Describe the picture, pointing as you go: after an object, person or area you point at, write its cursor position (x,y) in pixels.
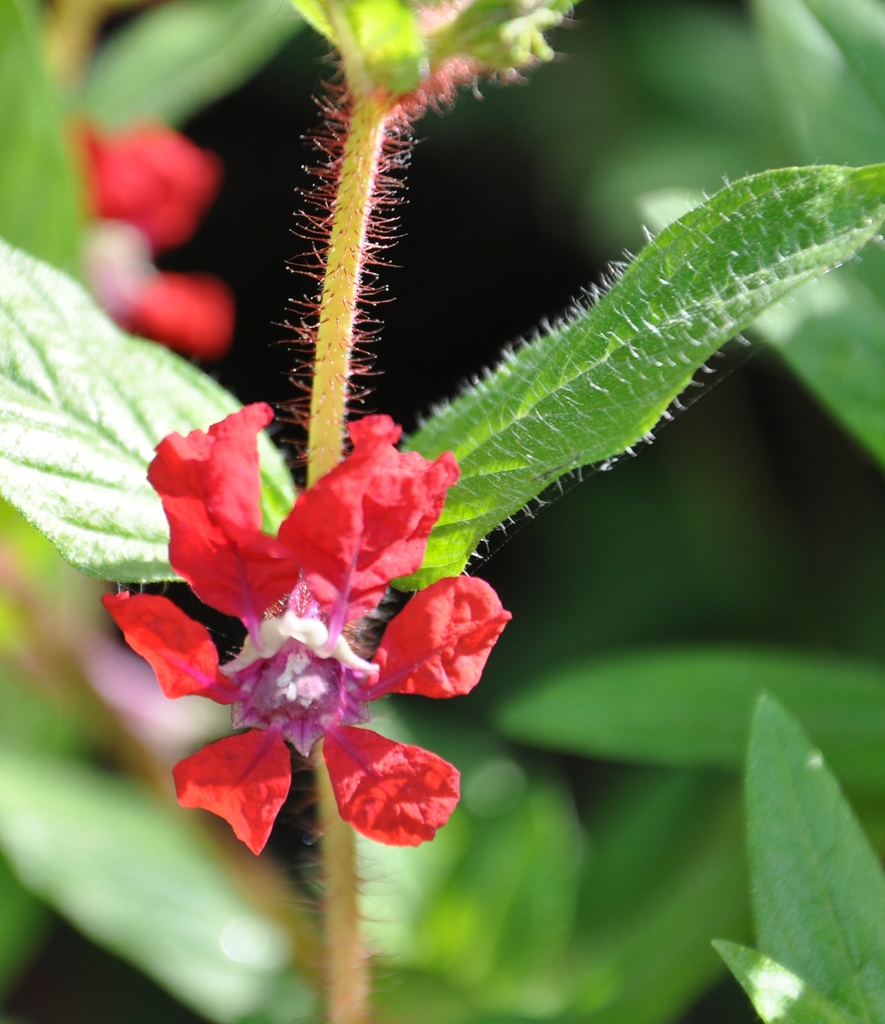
In the image there is a red flower (285,611) to the plant (298,562) and behind it there are many plants (754,680).
